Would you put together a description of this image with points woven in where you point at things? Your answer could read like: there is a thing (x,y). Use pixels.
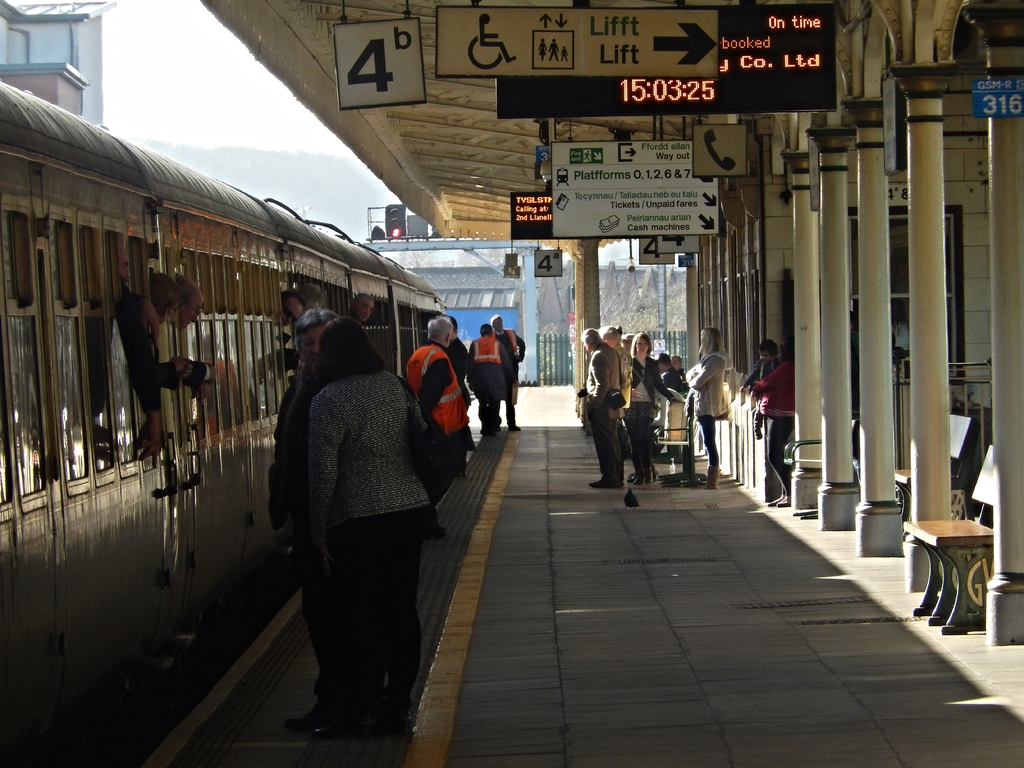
In this image, we can see a railway station (230,365), there is a train (147,548) on the track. We can see some people (395,686) standing on the platform (566,454), there are some sign boards (532,36) and a digital display board (562,102). We can see some pillars (866,315) and the shed (495,196). There is a building (70,81) on the left side (93,44), we can see the sky (210,119).
